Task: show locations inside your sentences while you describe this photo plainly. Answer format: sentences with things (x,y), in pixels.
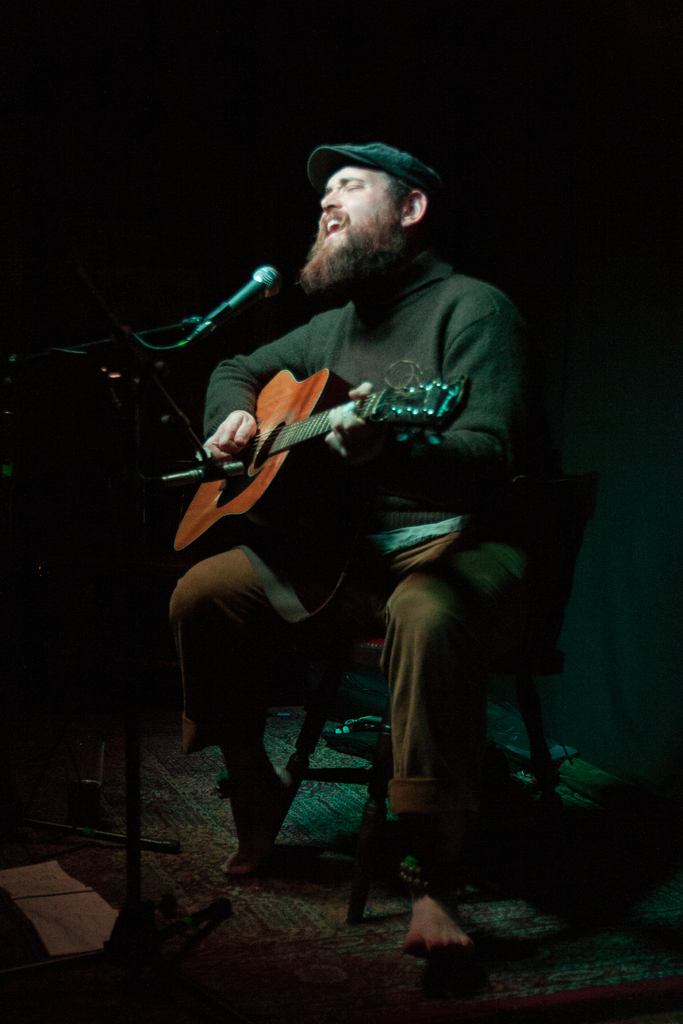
In this picture we can see a man (443,645) who is sitting on the chair (523,650) and playing a guitar (308,417). And this is the mike (270,291).
